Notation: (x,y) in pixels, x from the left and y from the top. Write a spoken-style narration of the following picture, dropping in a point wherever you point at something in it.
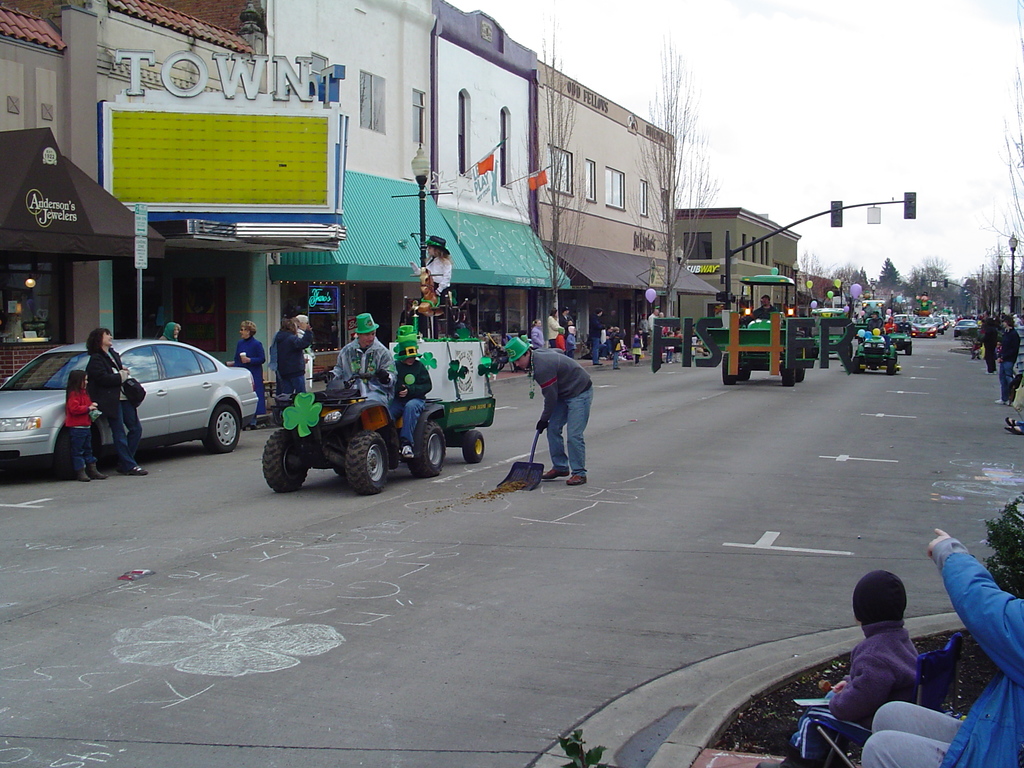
In this image we can see persons (406,380) sitting in the motor vehicles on the street (485,573), buildings (636,165), name boards (280,102), street poles (420,209), street lights (423,228), trees (660,64) and sky (689,7) with clouds (724,64).
